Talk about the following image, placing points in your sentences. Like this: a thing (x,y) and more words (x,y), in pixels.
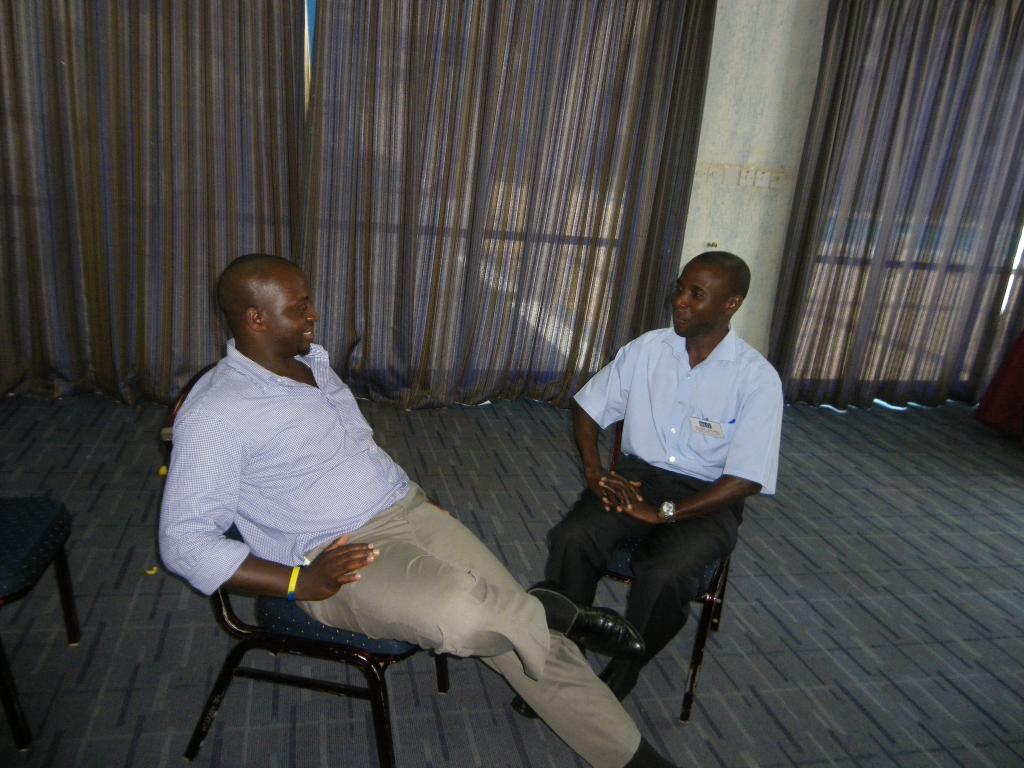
There are two persons (664,760) sitting on chair (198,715). Person (338,560) at the left side (328,546) is wearing brown pant (431,591) and shirt (194,539). There are curtains (904,319) at the background of the image (488,33). At the left side (20,710) there is a chair (12,677). Person (567,544) at the right side (701,497) is having a watch (671,502) to his hand (741,487).
